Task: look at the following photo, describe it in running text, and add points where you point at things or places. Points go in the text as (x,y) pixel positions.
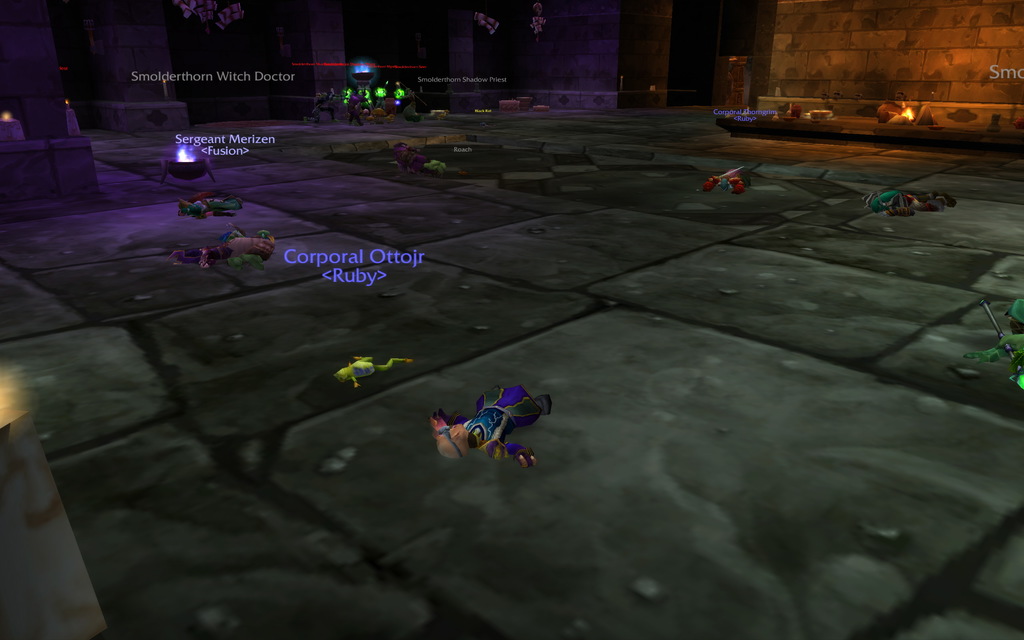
It is an animated image, there are animations of human beings (442,419) and there is a floor (655,202), wall (818,9) and there are different texts (313,261) in between the image.
